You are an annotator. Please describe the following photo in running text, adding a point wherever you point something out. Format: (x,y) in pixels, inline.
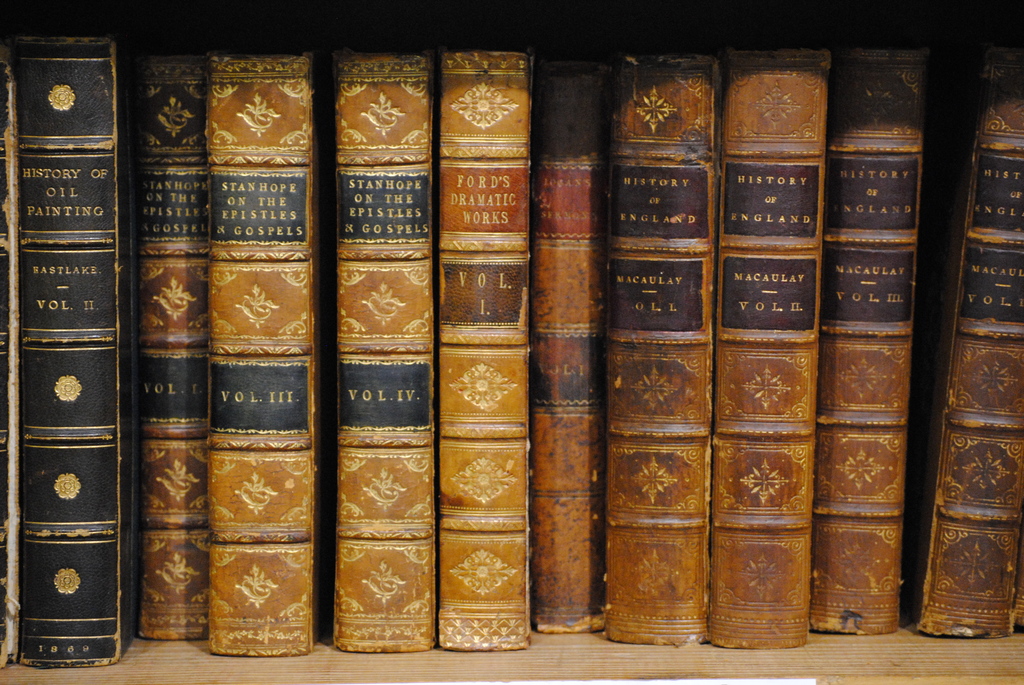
In this image I can see few books (77,117), they are in brown, cream and black color on the cream color surface (890,657).
